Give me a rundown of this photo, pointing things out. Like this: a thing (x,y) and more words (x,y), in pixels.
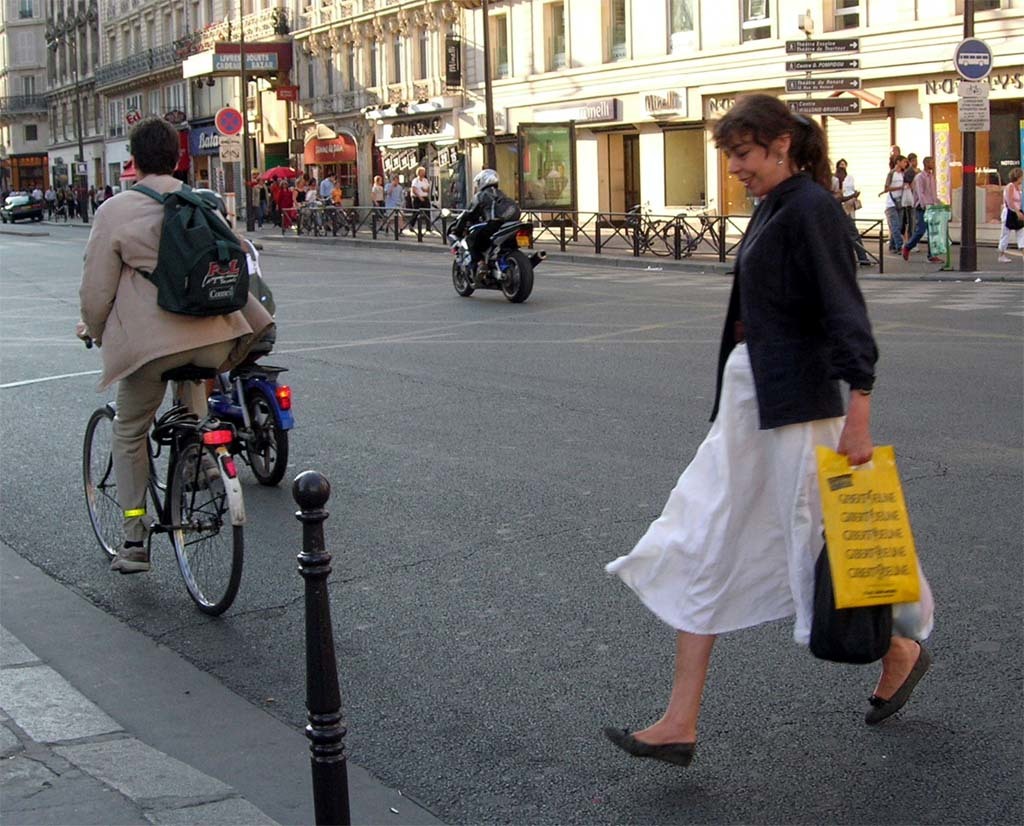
This picture is clicked on a road (966,405). There are people (254,313) riding bicycles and motorcycles (499,231) on the road (538,346). To the right corner (730,345) there is a woman (766,320) crossing the road (673,638) holding bags (827,581) in her hand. There are people (907,235) walking on the walkway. There are buildings (411,59), sign boards (841,63), poles (808,65) and street lights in the background (491,110).
